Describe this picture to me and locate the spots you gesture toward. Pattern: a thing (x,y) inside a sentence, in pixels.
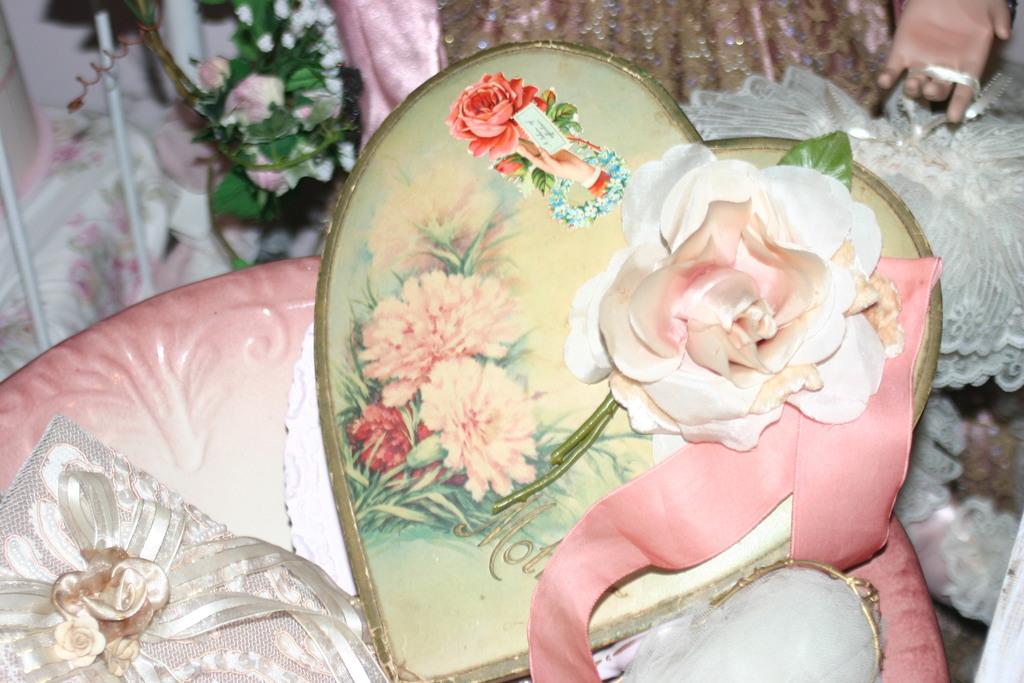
In this image, we can see heart shaped card (443,563) with flower (619,387), stems (600,413), leaf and ribbon (724,513). At the bottom (857,599), we can see few things (231,678) and plastic object (230,456). In the background (971,257) we can see clothes (1016,275), plastic flowers (236,89) in basket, few things (901,111) and hand (918,40) of a toy (907,46).
